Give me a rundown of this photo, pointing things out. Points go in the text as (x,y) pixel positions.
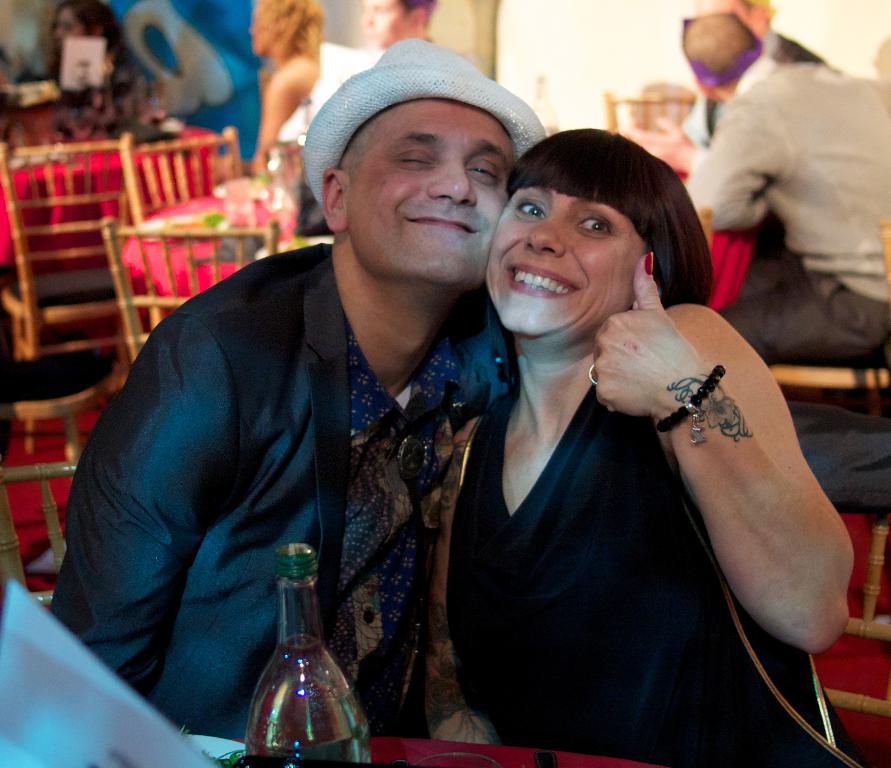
This man (327,328) and this woman (546,430) are highlighted in this picture. This man (264,507) wore black suit (270,456) and cap (373,117). This woman (620,418) wore black dress (616,552). In-front of this person (263,396) there is a table (447,761), on a table (432,764) there is a bottle (304,654). We can able to see number of chairs (128,180) and tables (142,172). These persons (649,562) are sitting on a chair (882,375).
